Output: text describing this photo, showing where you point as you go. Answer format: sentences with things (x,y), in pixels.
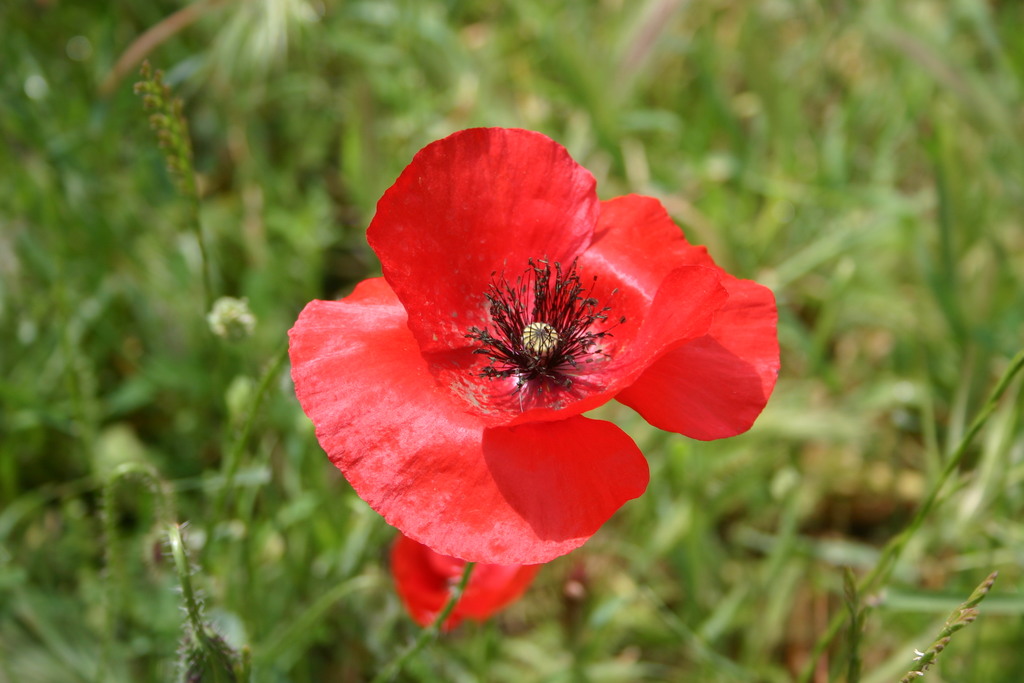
In the middle of the image (603,275), there is a red color flower (415,276) of a plant (469,553). And the background (37,275) is blurred.
